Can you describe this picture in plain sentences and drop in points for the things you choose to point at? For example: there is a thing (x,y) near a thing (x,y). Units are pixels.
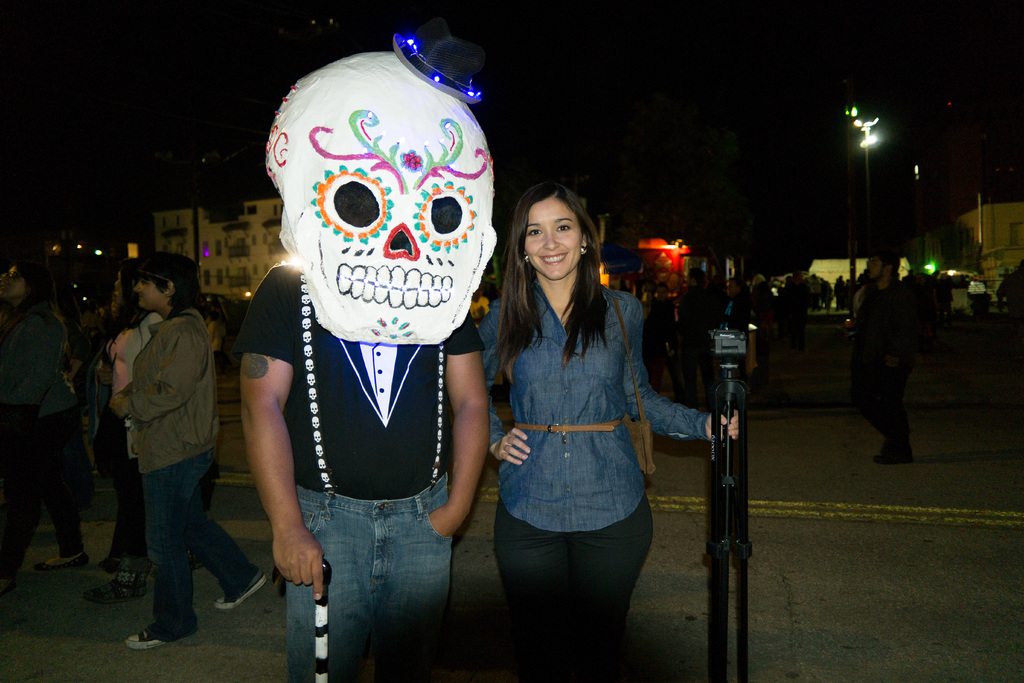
In the image few people (442,196) are standing and walking. Behind them there are some buildings (964,216) and poles (980,195) and lights (129,253).
